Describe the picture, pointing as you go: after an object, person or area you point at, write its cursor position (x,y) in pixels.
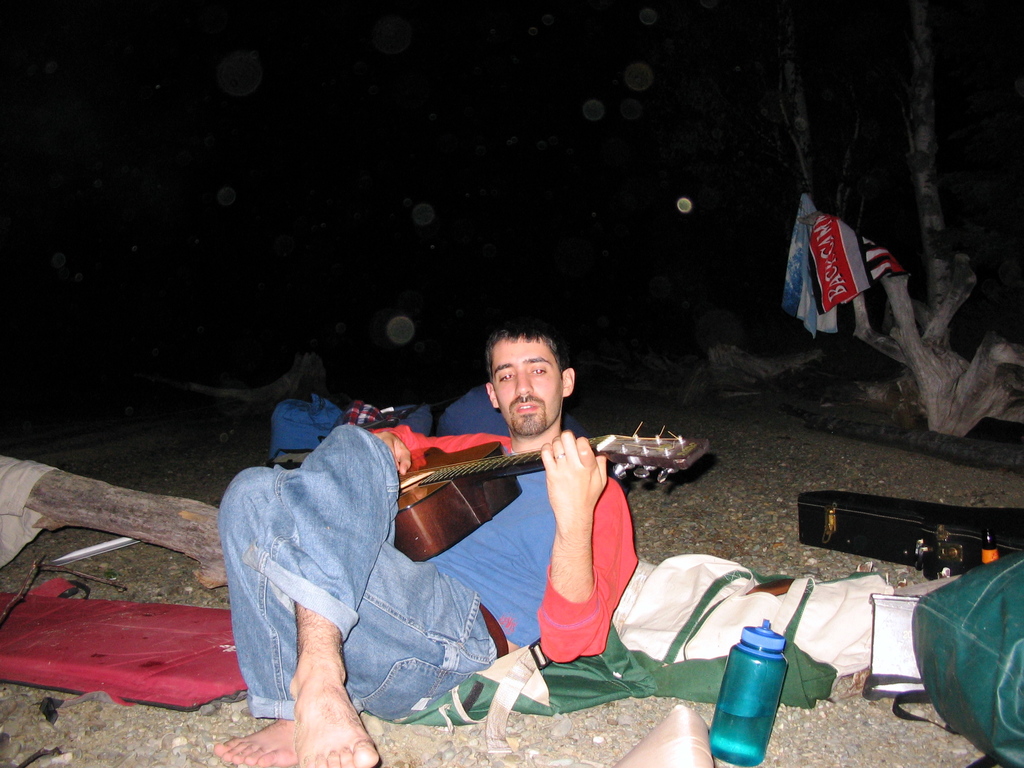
There is a man (293,515) playing guitar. This is bottle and there is a bag (851,641). And this is cloth (852,276).
